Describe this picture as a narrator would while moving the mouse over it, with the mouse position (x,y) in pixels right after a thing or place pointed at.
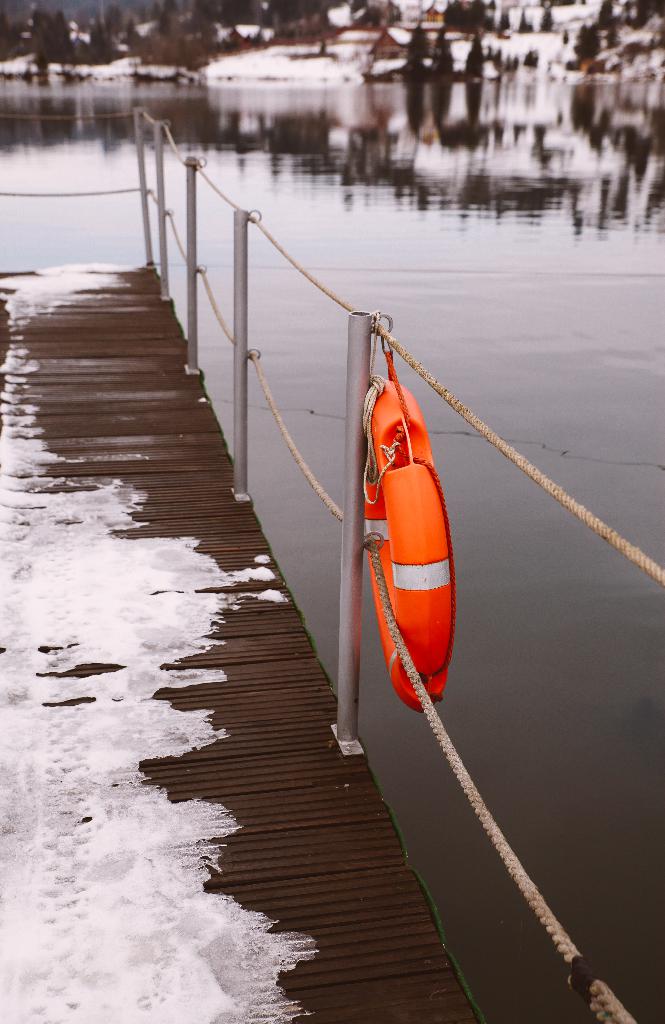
In the image I can see fence (216,309), wooden surface (240,654), the water (470,357), trees (112,40) and some other objects (350,12).
